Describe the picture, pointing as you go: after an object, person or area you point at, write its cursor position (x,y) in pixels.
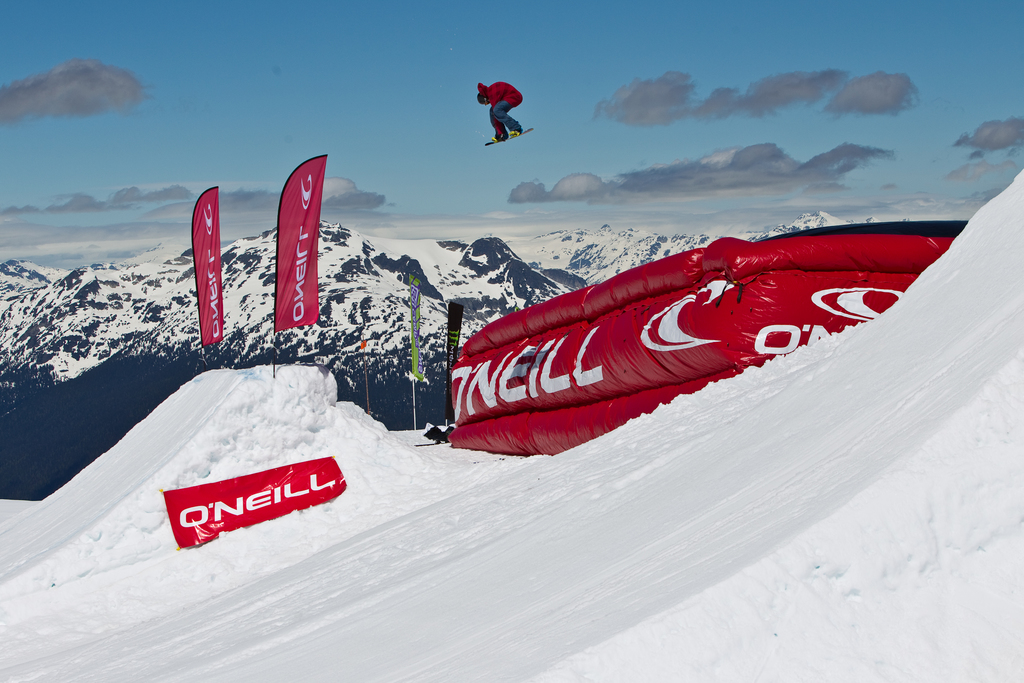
In this picture we can see a person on a snowboard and this person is in the air, here we can see snow (543,577), flags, banner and an object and we can see sky (809,12) with clouds (90,92) in the background (924,140).
